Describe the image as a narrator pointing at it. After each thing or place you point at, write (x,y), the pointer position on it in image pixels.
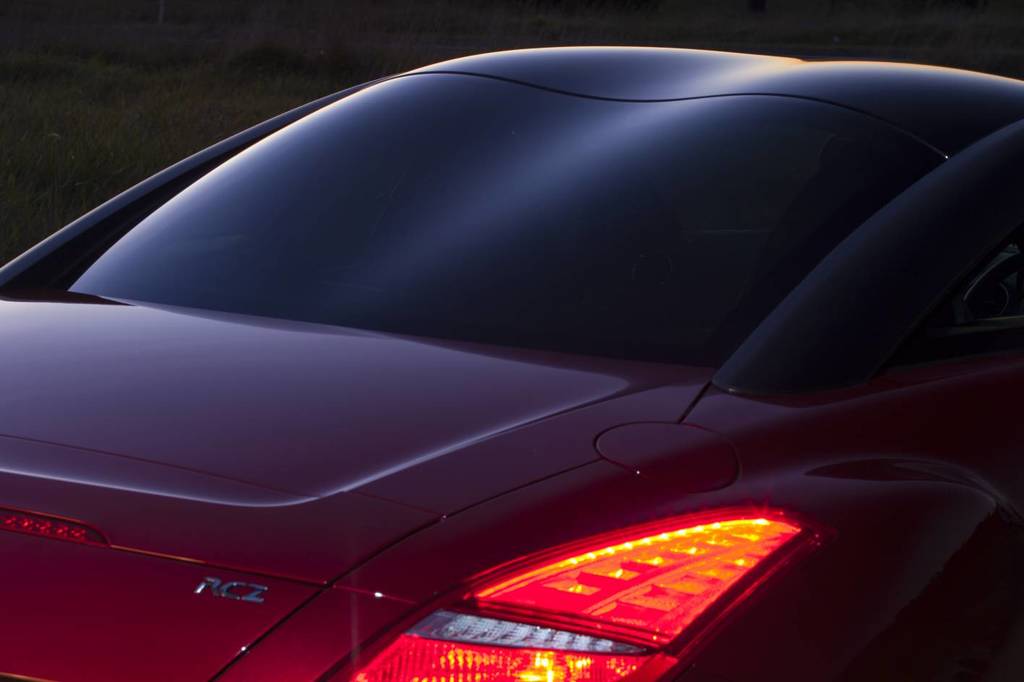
In the image there is a car (662,554) with lights (642,577) and logo (255,595). And also there is a glass (519,202). Beside the car (344,147) there is grass (105,133).
